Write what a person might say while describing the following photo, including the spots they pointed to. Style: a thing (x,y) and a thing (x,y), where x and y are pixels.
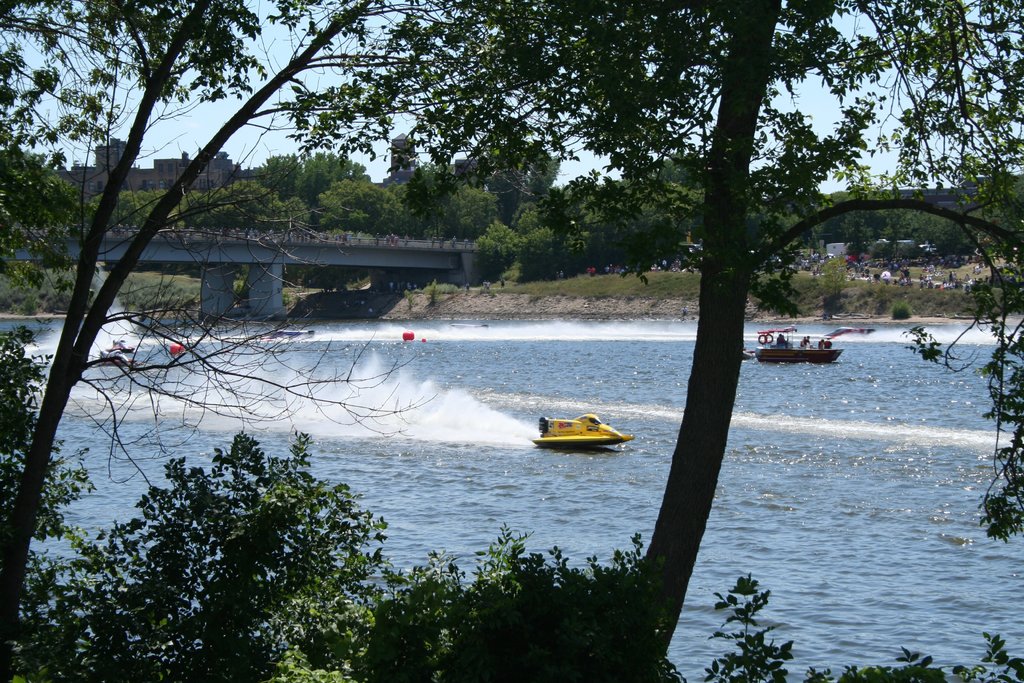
In this image I can see some people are riding boats (542,440) on the water surface (480,399), around I can see some trees (71,352), plants (288,482), bridge (268,257) and grass (185,295).
